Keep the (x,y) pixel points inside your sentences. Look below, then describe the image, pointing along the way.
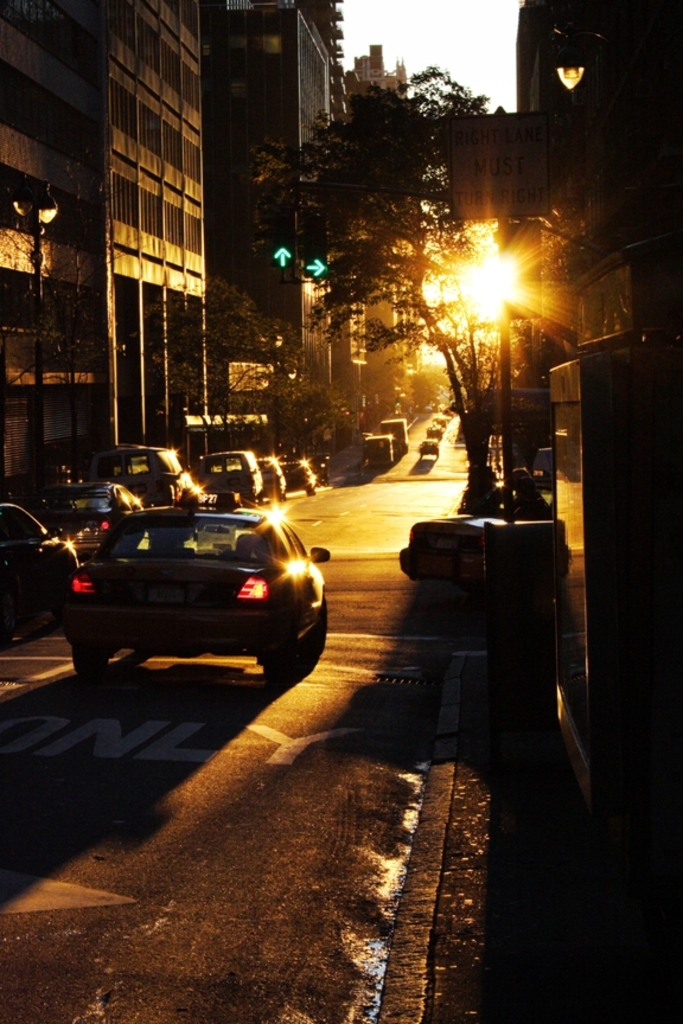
In this image we can see a group of vehicles (316,548) on the road (323,563). We can also see some poles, buildings (159,366), the traffic signal (284,271), lights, trees (385,403) and the sky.
